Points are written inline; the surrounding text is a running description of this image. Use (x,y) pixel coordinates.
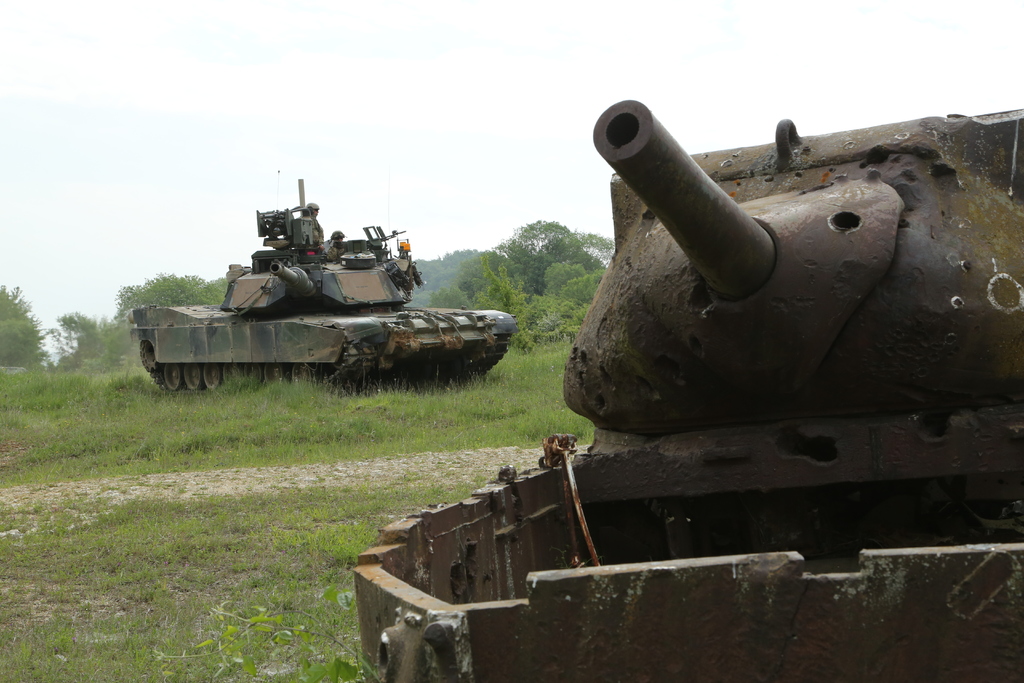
This image consists of army panzers (670,633). At the bottom (204,596), there is green grass (219,560) on the ground (223,519). In the background (591,280), there are trees (493,299).
